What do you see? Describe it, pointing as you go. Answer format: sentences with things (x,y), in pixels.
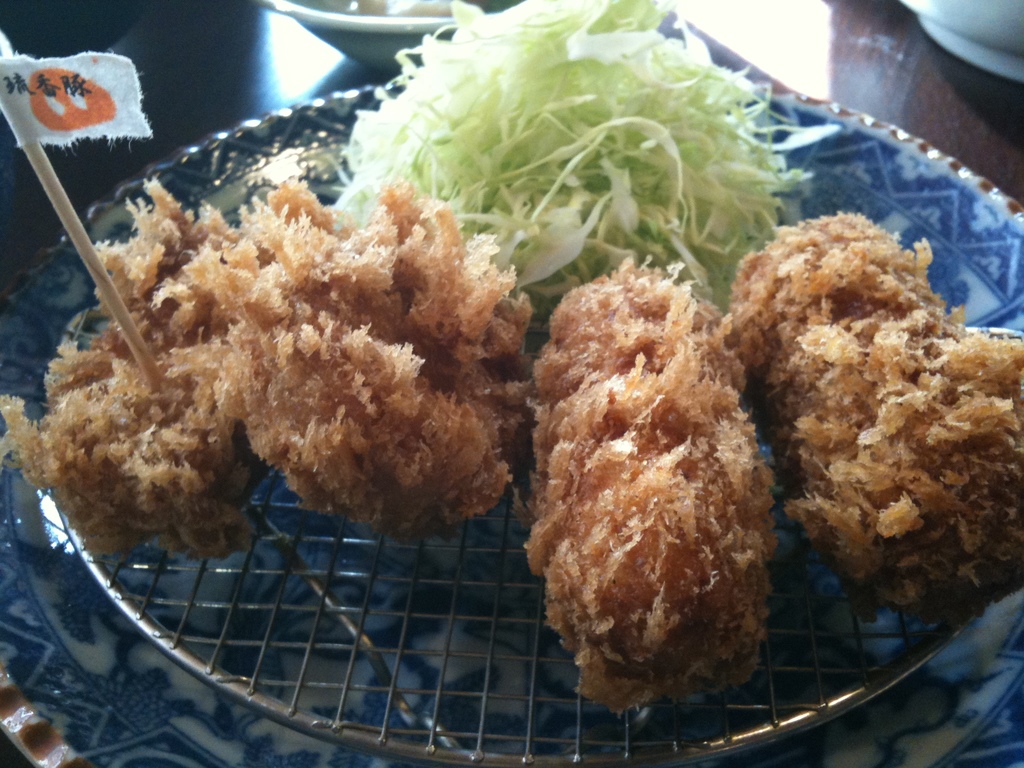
In this picture there is a food item (410,470) and chopped cabbage (581,205) in the image.
